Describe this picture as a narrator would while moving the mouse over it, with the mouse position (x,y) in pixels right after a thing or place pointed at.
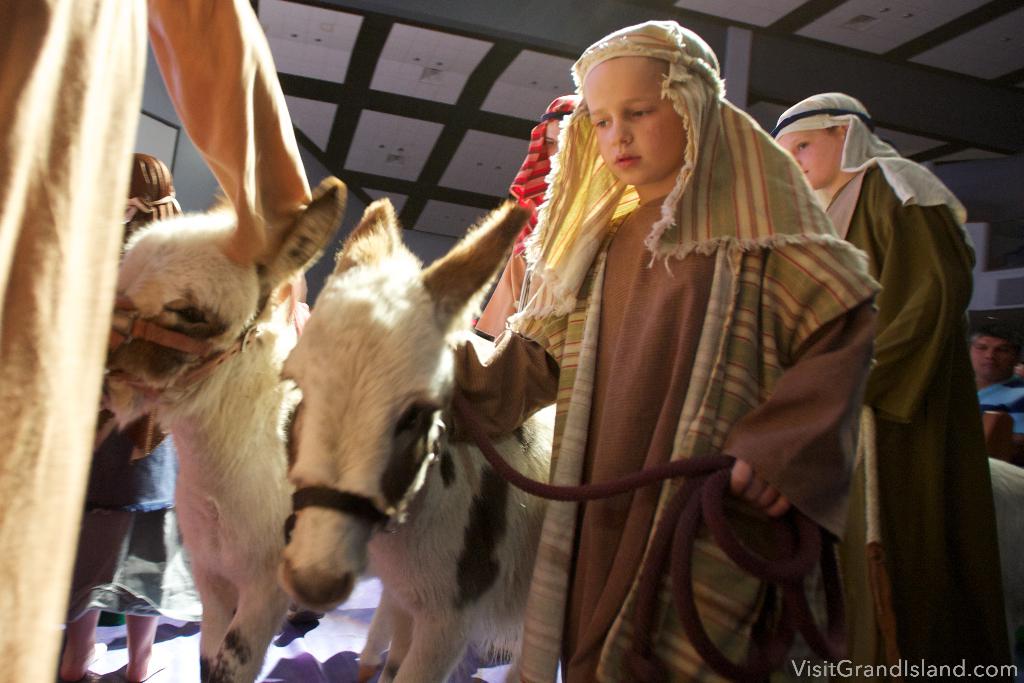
On the right side of the image (752,287) we can see people (623,247) standing. The person (777,592) standing in the center (673,309) is holding a rope (719,472) in his hand (771,494) which is tied to the donkey (499,504). On the left (47,238) there is a cloth (52,251). In the background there is a wall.
